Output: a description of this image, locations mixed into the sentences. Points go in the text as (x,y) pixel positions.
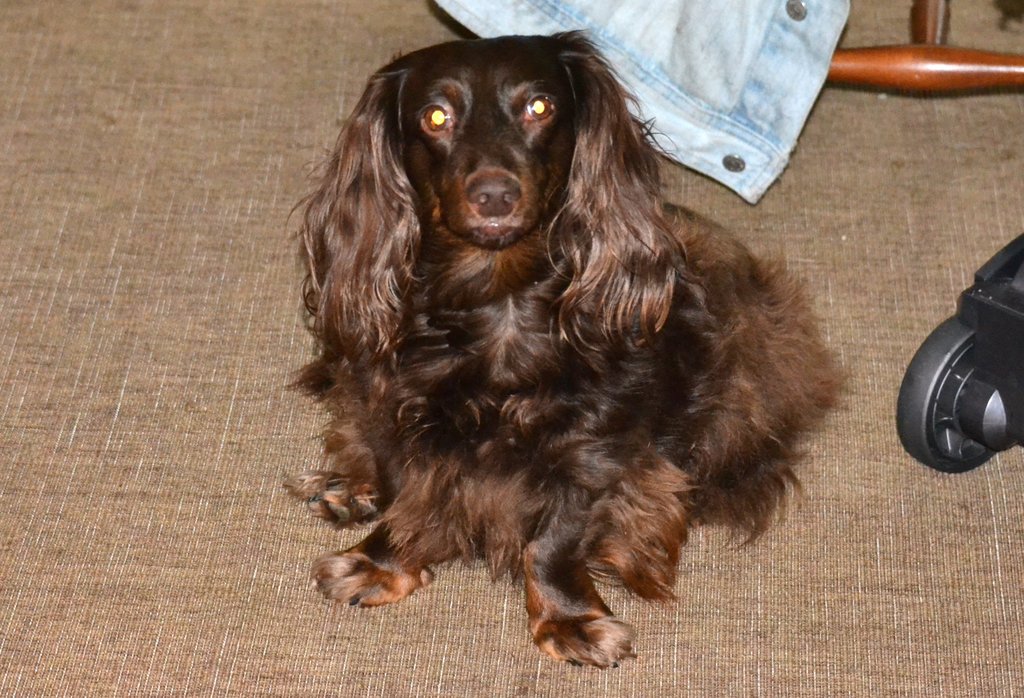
In this picture we can see a dog (491,362) on a platform (29,309) and in the background (724,5) we can see some objects (724,43).
